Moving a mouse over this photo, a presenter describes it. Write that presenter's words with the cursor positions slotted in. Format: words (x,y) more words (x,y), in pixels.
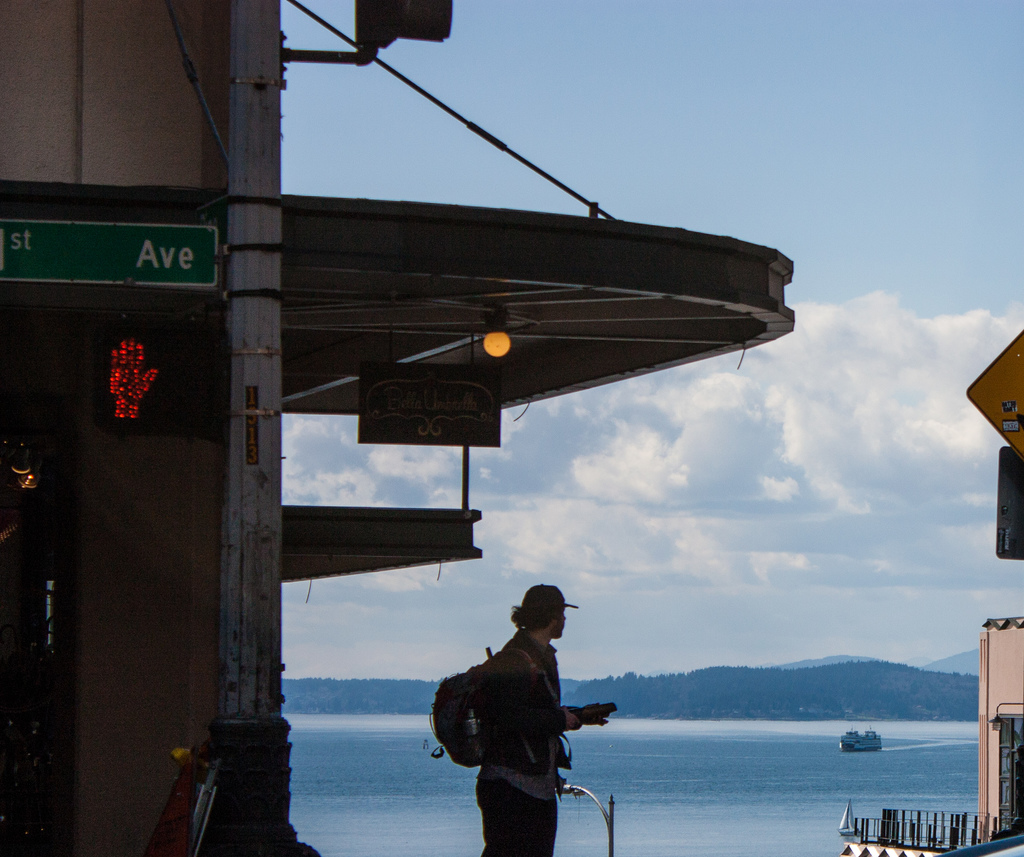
In front of the image there is a person (564,727) wearing a bag (475,735) and he is holding some object (589,718) in his hand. There are buildings (93,37), boards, lights (113,331). In the background of the image (846,749) there is a ship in the water (732,783). There are trees (802,690), mountains (863,687). At the top of the image (942,252) there are clouds (738,467) in the sky (682,479).
